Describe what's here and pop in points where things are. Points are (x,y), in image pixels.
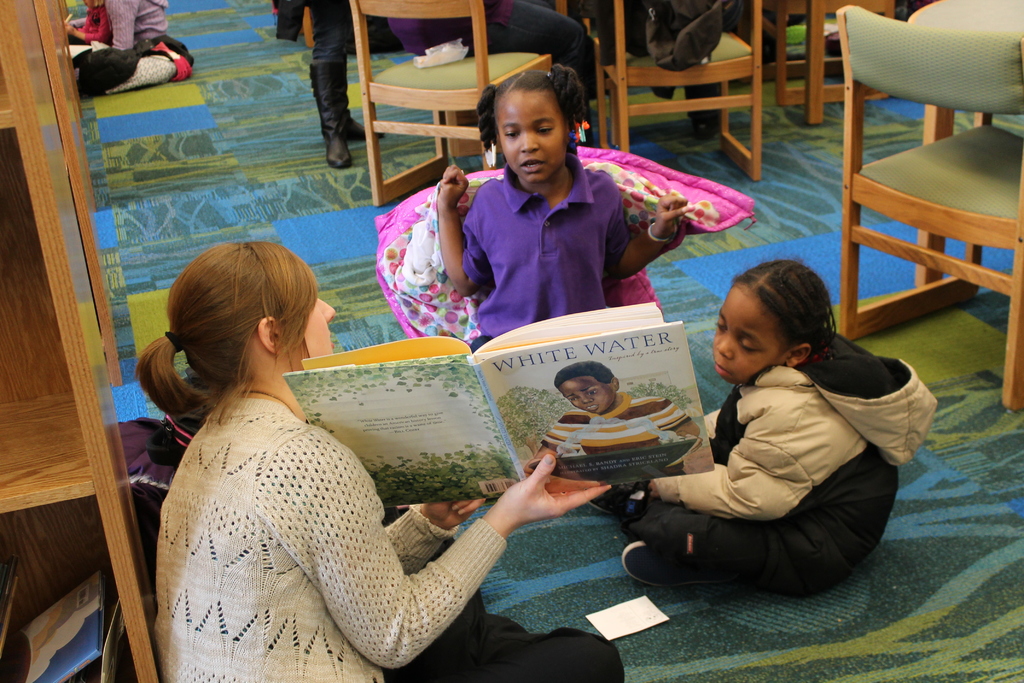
In this image I see a woman (252,317) and 2 girls (635,539) who are sitting on the floor (236,193) and this woman (211,492) is holding the book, I can also see lot of chairs (1021,331) over here and In the background (510,3) I see few people (502,17) over here and another person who is sitting on the floor (259,44).
